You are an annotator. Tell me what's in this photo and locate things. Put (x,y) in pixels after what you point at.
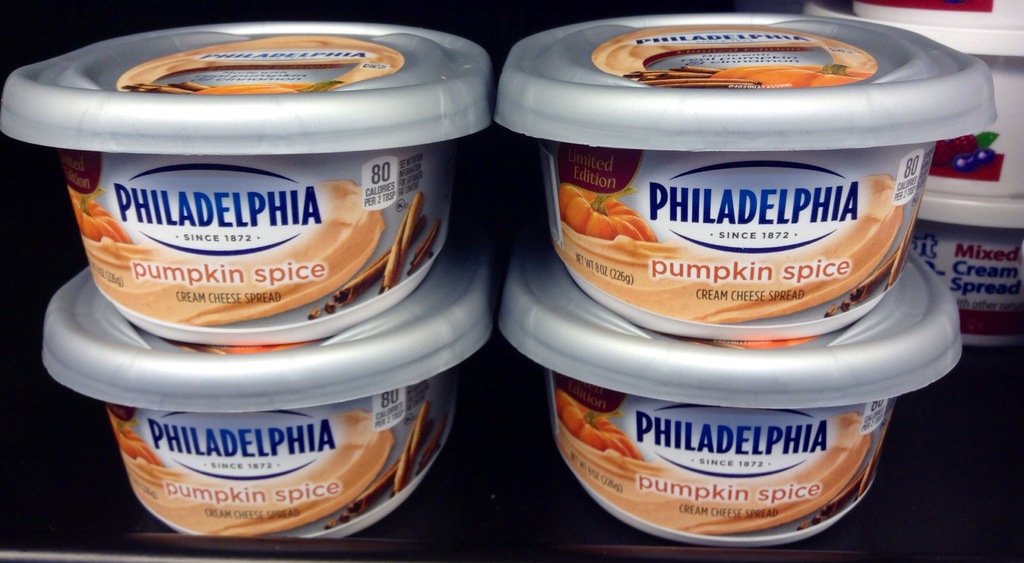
In this picture I can see in the middle (367,375) there are cups (400,354) and there are labels (266,211) on them.
